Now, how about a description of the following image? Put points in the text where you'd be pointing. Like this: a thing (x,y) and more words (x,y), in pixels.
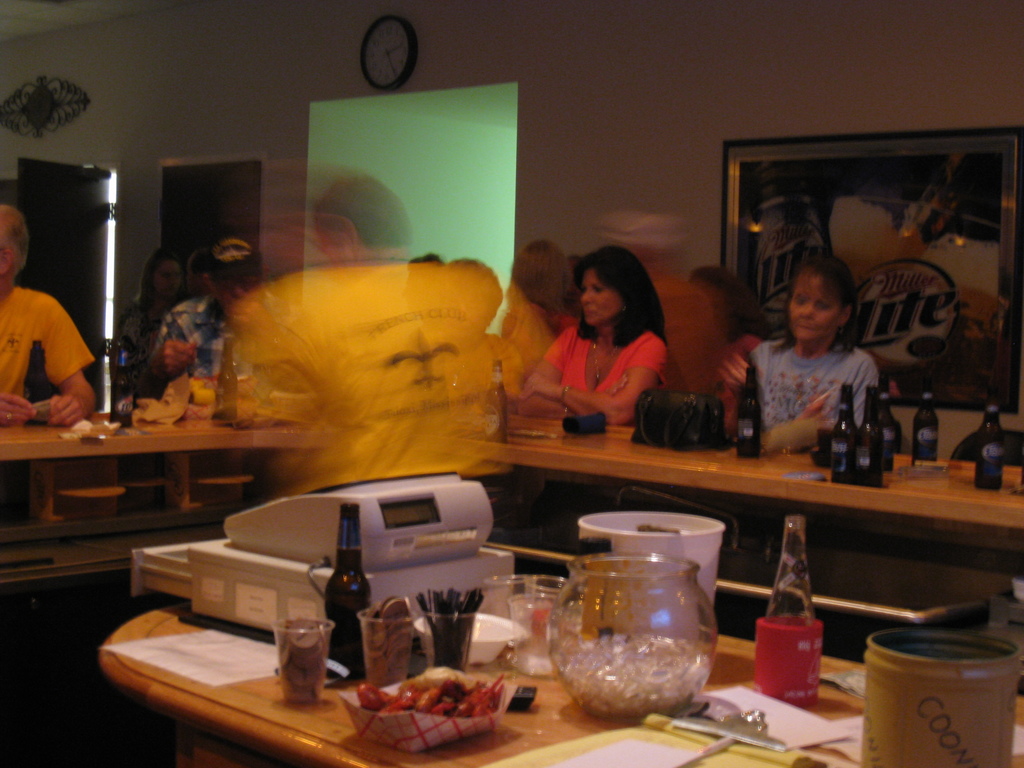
The image is inside the room (526,469). In the image there are group of people (462,262) in front of a table (584,436), on table (624,429) we can see beer bottle (504,397), handbag (688,423), bowl (642,611), and a machine (233,568), paper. In background (724,117) there is a photo frame (991,155), clock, door (95,221) and a wall (140,113) which is in white color.
